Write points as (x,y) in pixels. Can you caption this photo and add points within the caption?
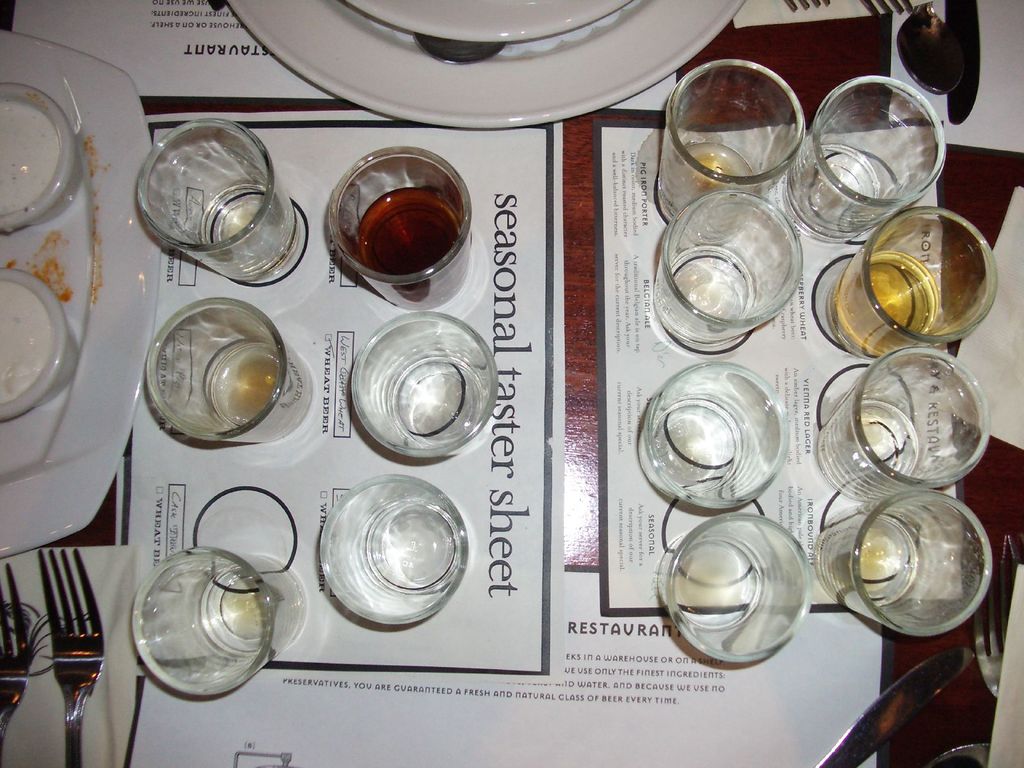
This picture shows few glasses (416,302) on the table (818,87) and we see a plate (564,118) and couple of spoons (925,62) and a knife (970,19) and we see sauce (5,325) in the bowls (59,129) on a plate (107,201) and we see couple of forks (4,729) and papers (526,269) on the table (578,253).
